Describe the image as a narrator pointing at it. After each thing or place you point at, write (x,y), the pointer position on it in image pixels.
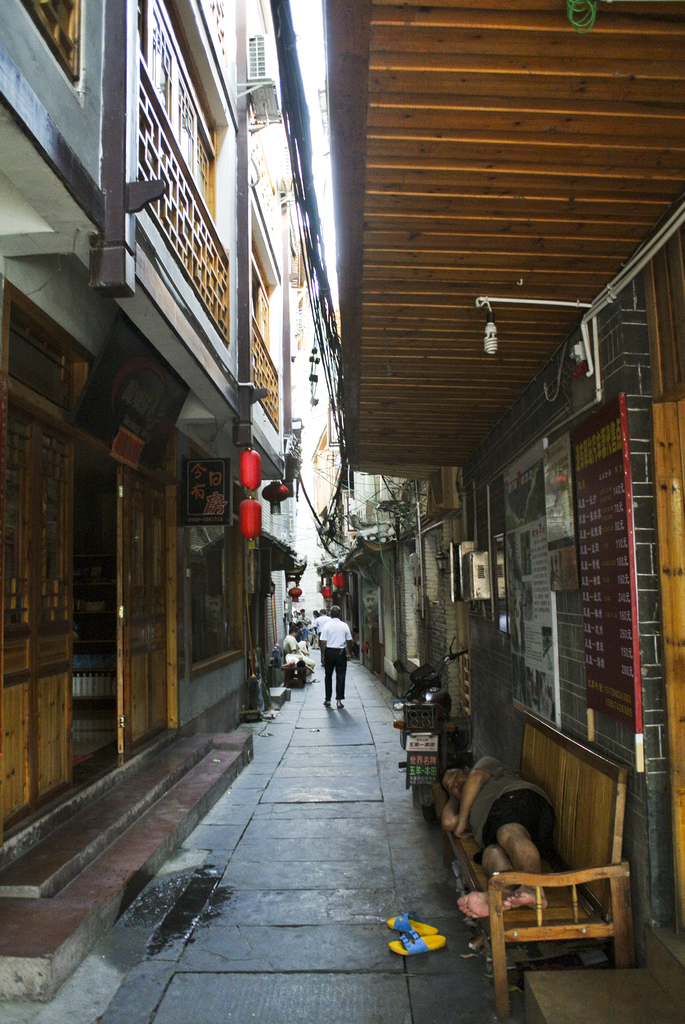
In this image, there are a few buildings (396,433). We can see the ground (170,870). There are a few people (323,611). We can see some boards (597,570) with text (600,514) written. We can see some stairs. We can see a bench (605,772). We can see a vehicle (422,708). We can see a pair of slippers (430,933). We can see a light (495,312) on one of the buildings (606,395). We can see some red colored objects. We can see a white colored object (272,88) on one of the buildings (175,95).
